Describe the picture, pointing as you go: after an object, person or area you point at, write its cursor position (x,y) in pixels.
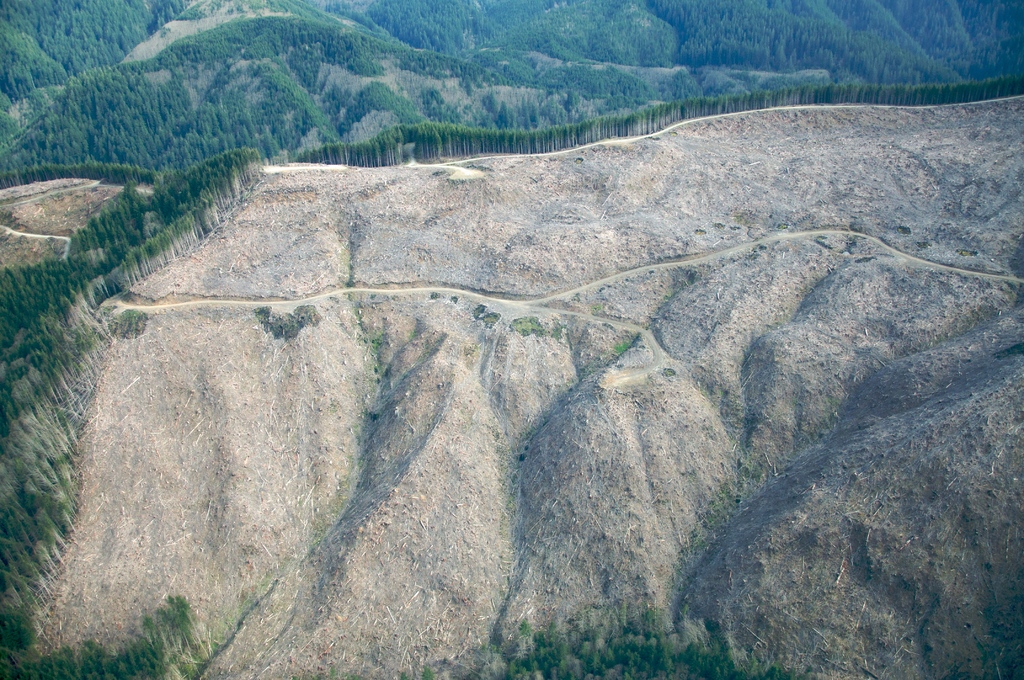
In this image there is a clear-cut hillside (650,352). There are many mountains (97,102) in the image.
